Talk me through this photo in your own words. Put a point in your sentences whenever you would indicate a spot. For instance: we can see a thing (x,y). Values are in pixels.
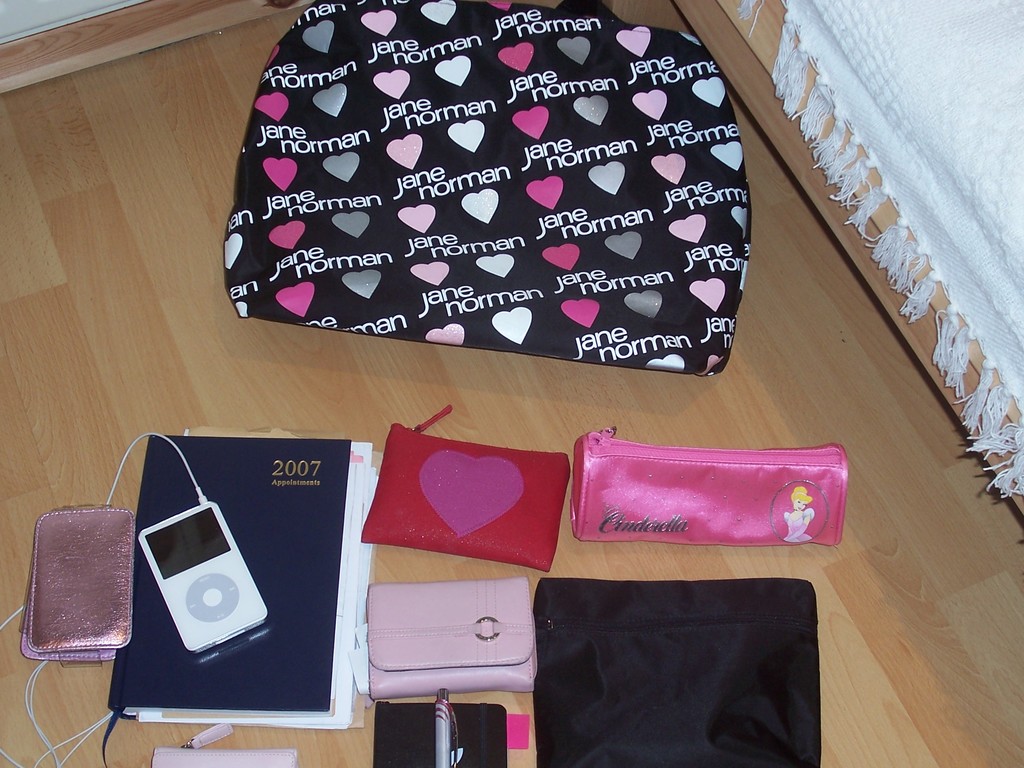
This Picture describe about black hand bag (353,281) on which Jane Norman is written, In front (311,483) a blue diary (289,483) on which 2007 is written a white iPod (243,608), Red hand bag (535,500) with heart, pen pouch (645,541) is placed on the wooden flooring (54,435) and a white bed sheet (954,85) beside it.
